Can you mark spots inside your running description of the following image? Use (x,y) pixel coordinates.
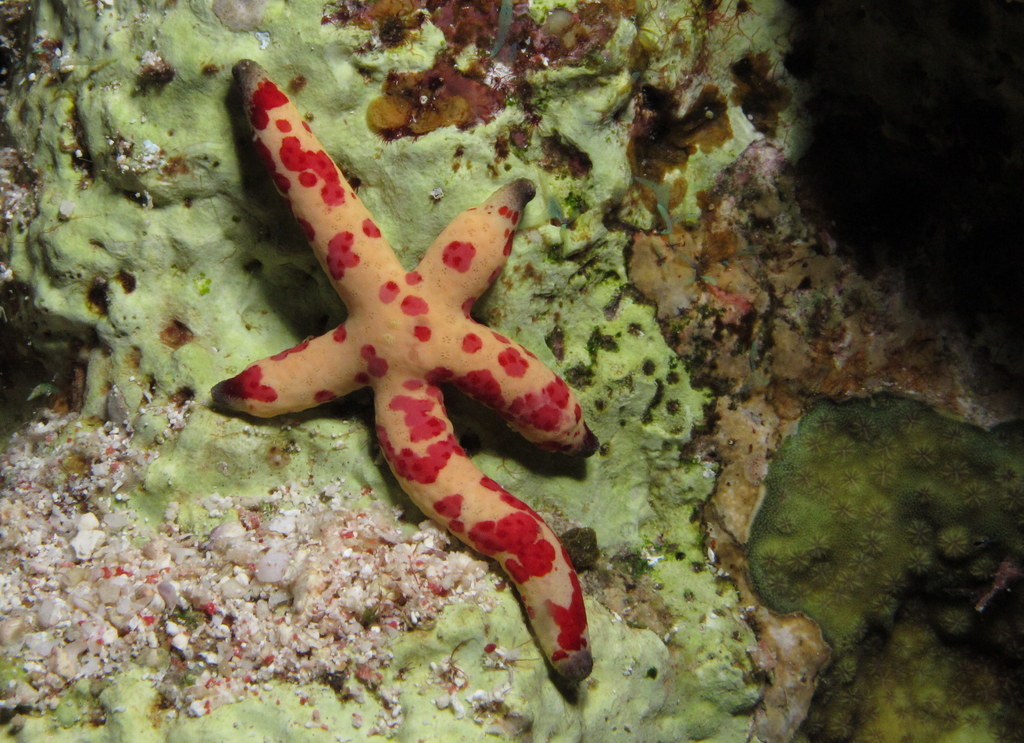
In this image, we can see a starfish (260,90) on the algae (312,18).
